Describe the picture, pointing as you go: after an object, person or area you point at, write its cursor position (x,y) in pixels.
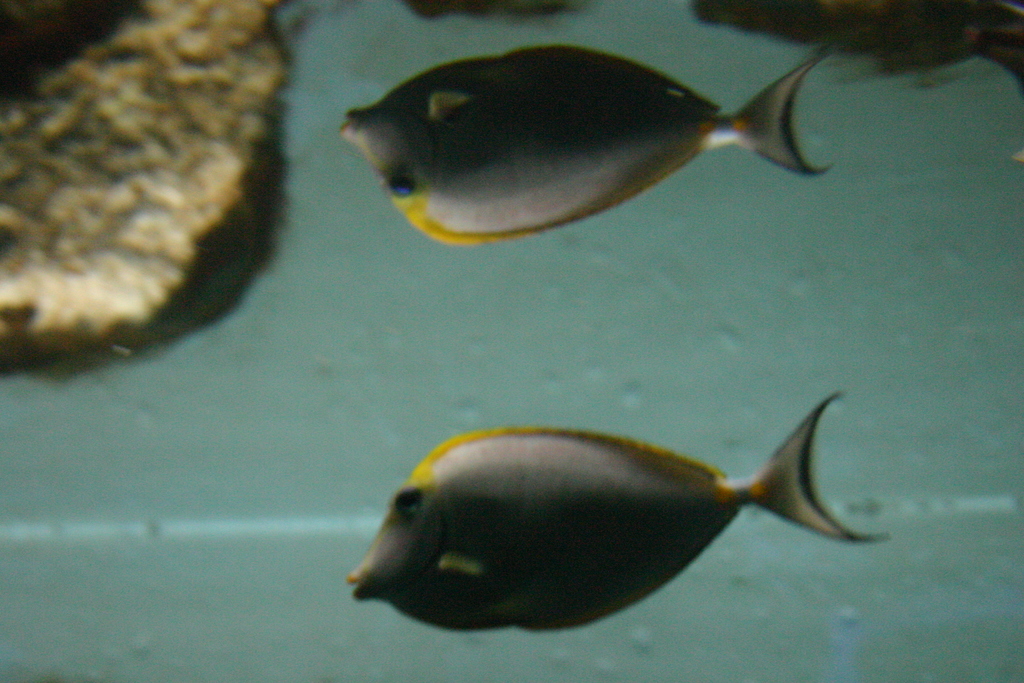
This picture shows couple of fishes (535,435) in the water (227,579).
